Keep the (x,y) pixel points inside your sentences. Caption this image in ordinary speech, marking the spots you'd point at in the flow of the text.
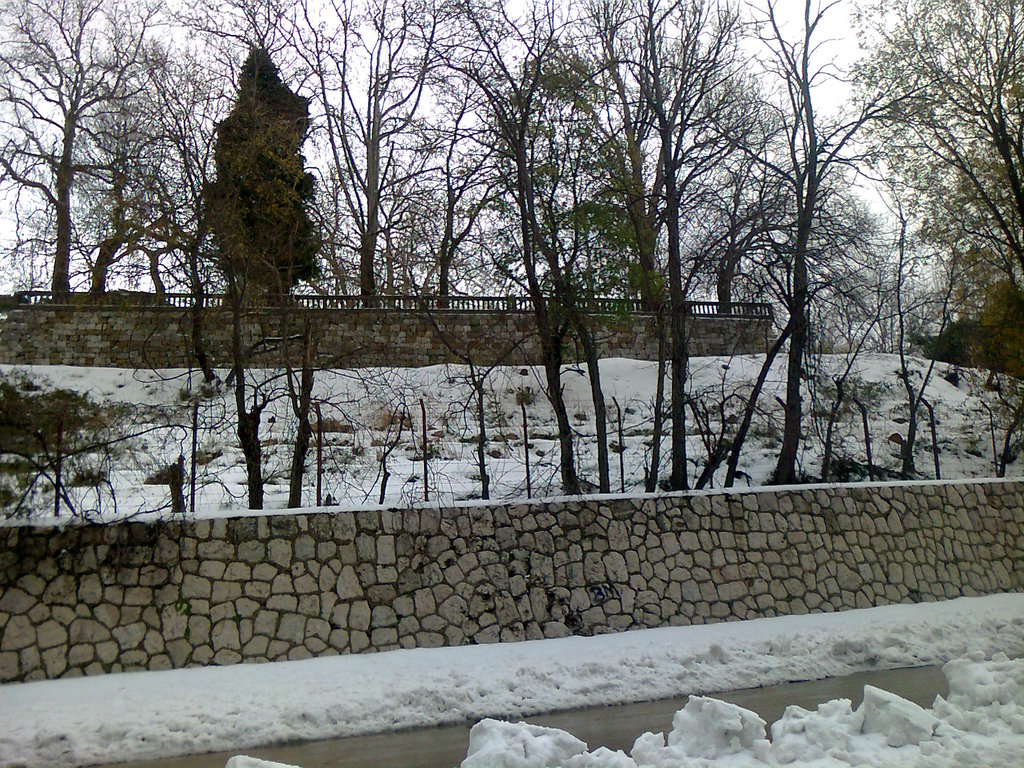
In this image I can see the snow (586,687) and the wall (411,547). In the background (361,213) I can see many trees (481,424), railing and the sky (345,230).
